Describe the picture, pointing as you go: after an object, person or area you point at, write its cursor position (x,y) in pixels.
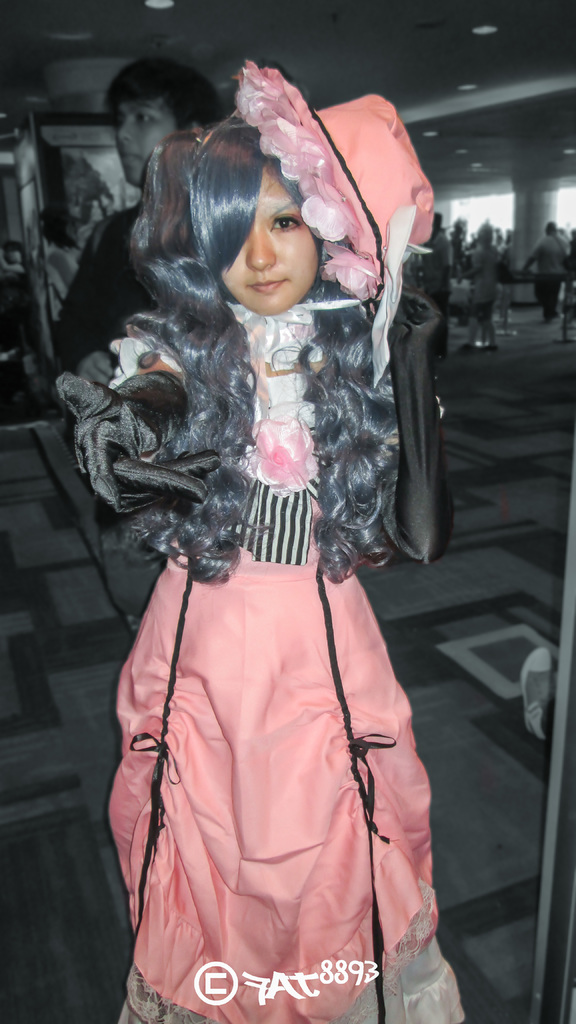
There is a woman (169,601) standing. In the background (131,180) we can see people (436,222) and floor (34,476). Top we can see lights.
